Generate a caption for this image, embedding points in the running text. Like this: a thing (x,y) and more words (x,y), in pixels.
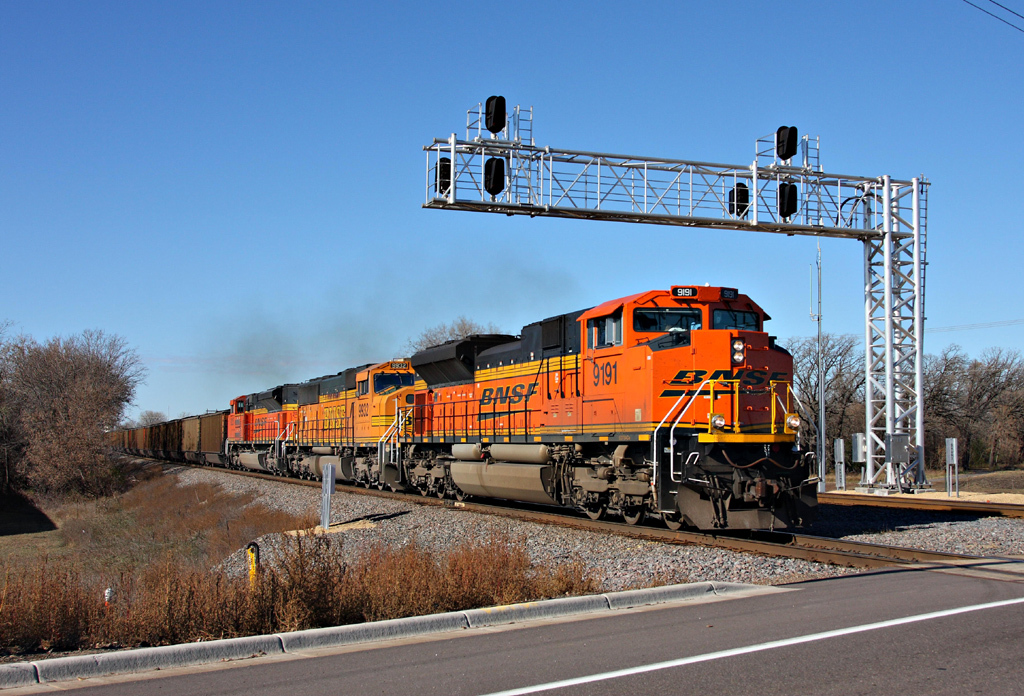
In this image there is a train (526,470) on rail track (944,558). Bottom of image (745,682) there is road (745,682). Beside there are few plants (87,611) and trees (12,481) on the land (82,549). Behind train (611,372) there are few trees (861,425). There is a metal rod (796,174) having few signal lights (497,181) attached to it. Top of image (338,204) there is sky (192,127).
